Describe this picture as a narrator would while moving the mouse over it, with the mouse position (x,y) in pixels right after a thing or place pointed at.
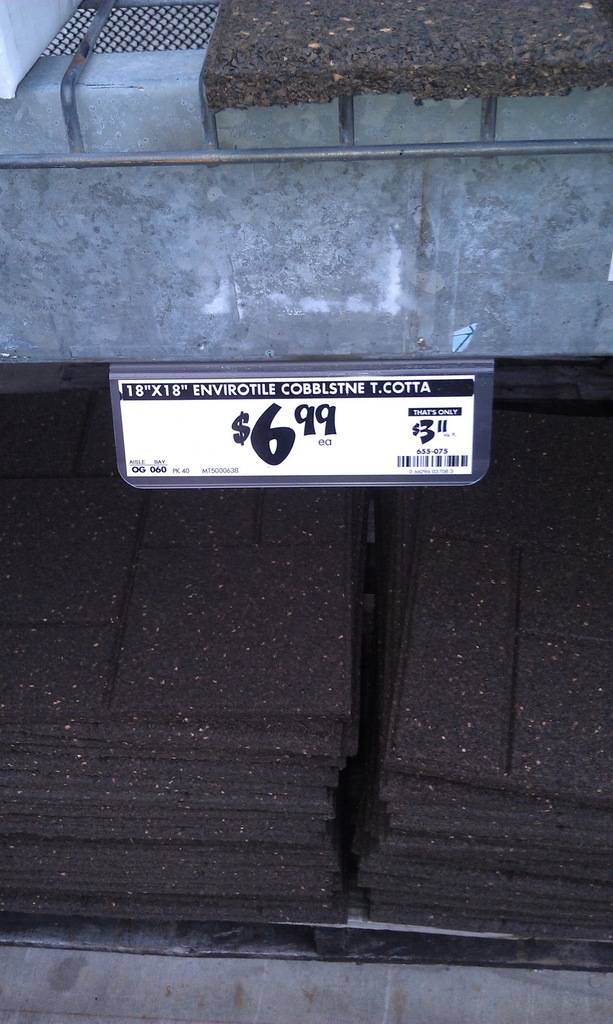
In this image we can see rectangular shape black color things (259,620) are arranged in the rack (108,357) and one price tag (317,439) is also there.
